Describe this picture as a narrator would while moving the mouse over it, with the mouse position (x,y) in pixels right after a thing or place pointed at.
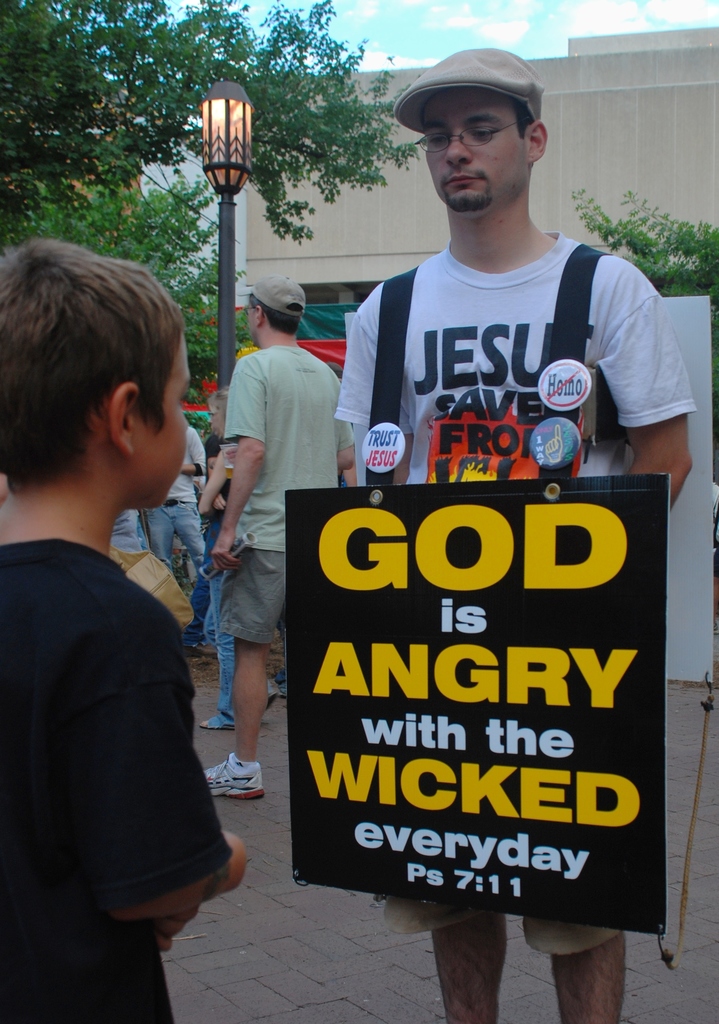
In this picture I can see a man (404,406) standing with boards (628,905) and there are group of people (143,760) standing. I can see a pole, light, building (305,257), trees (258,65), and in the background (305,4) there is the sky (422,54).
